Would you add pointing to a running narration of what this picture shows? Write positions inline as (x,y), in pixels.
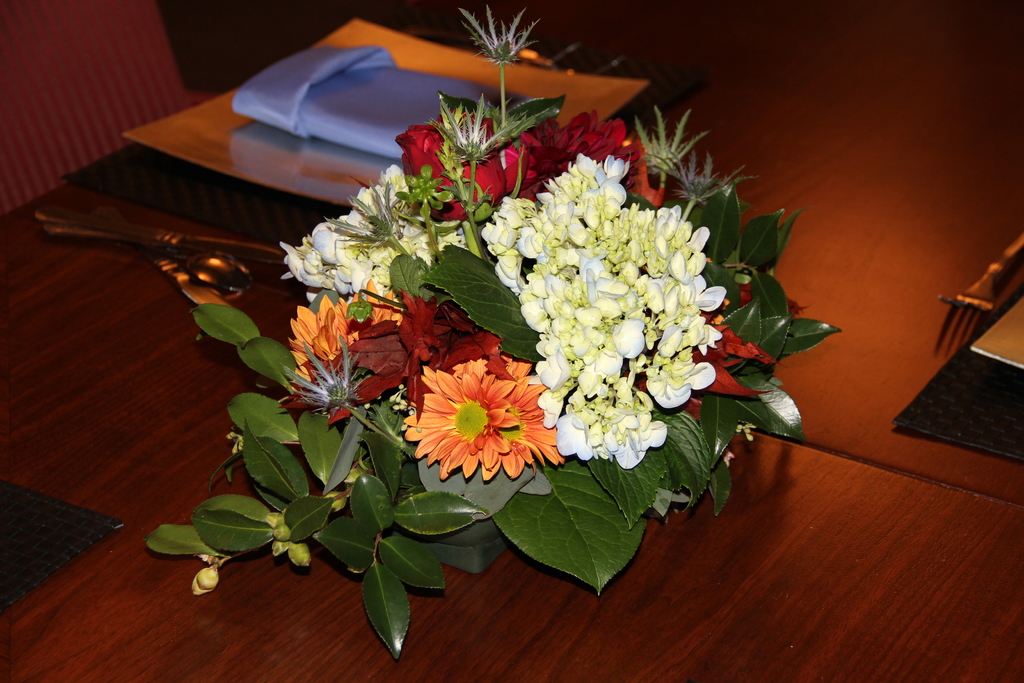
In this picture we can see some flowers (328,307) and leaves (326,455). There are few spoons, a fork (970,306) and a cloth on the table (282,654).
